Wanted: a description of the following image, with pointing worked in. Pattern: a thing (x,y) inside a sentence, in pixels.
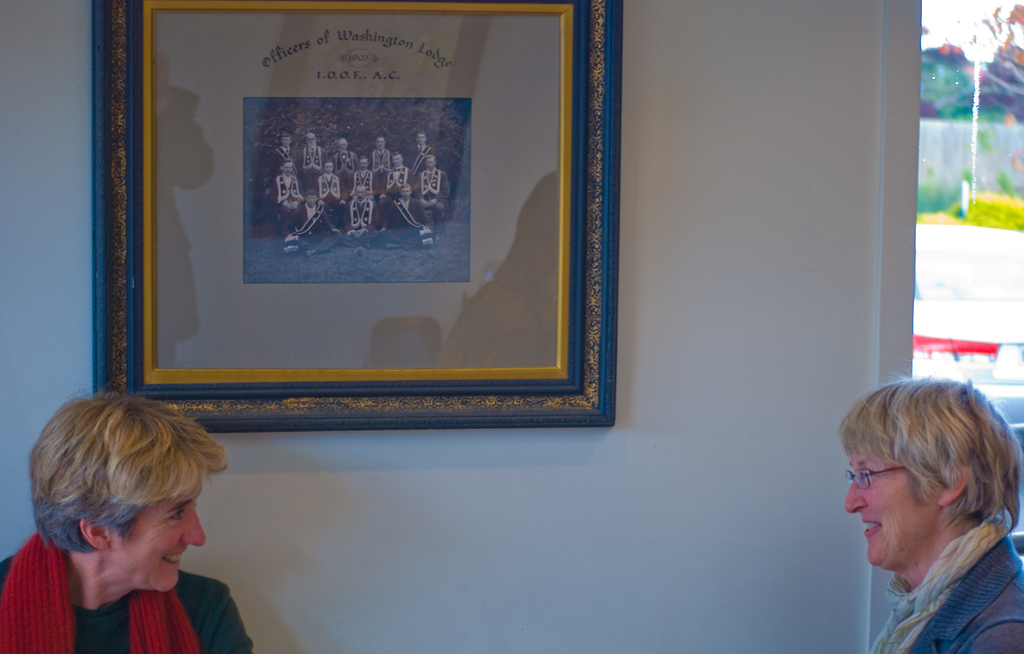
This is the picture of a room (800,431). In this image there are two persons (60,541) smiling. There is a frame (568,408) on the wall (641,392) and there is a picture (469,270) of a group of people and there is a text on the frame (452,89). On the right side of the image (964,104) there are trees (1006,75) behind the window (992,75) and there is sky (947,22).
